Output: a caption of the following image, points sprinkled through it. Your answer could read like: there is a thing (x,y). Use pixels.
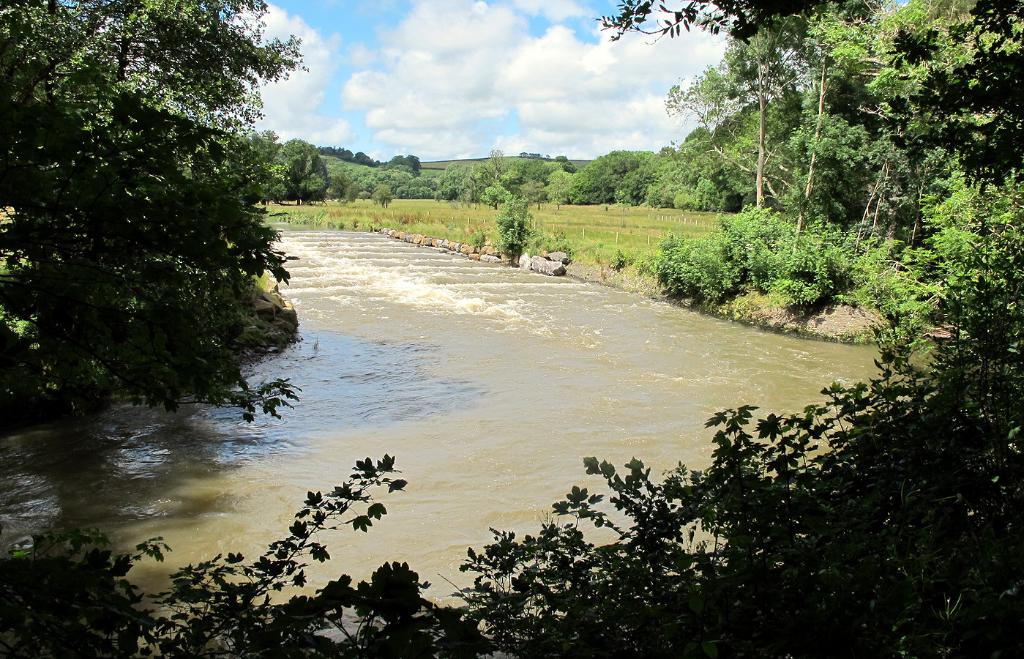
In this image I can see in the middle (427,380) water (472,351) is flowing, there are trees (888,273) on either side of this image at the top (532,81) there is the sky (515,102).
